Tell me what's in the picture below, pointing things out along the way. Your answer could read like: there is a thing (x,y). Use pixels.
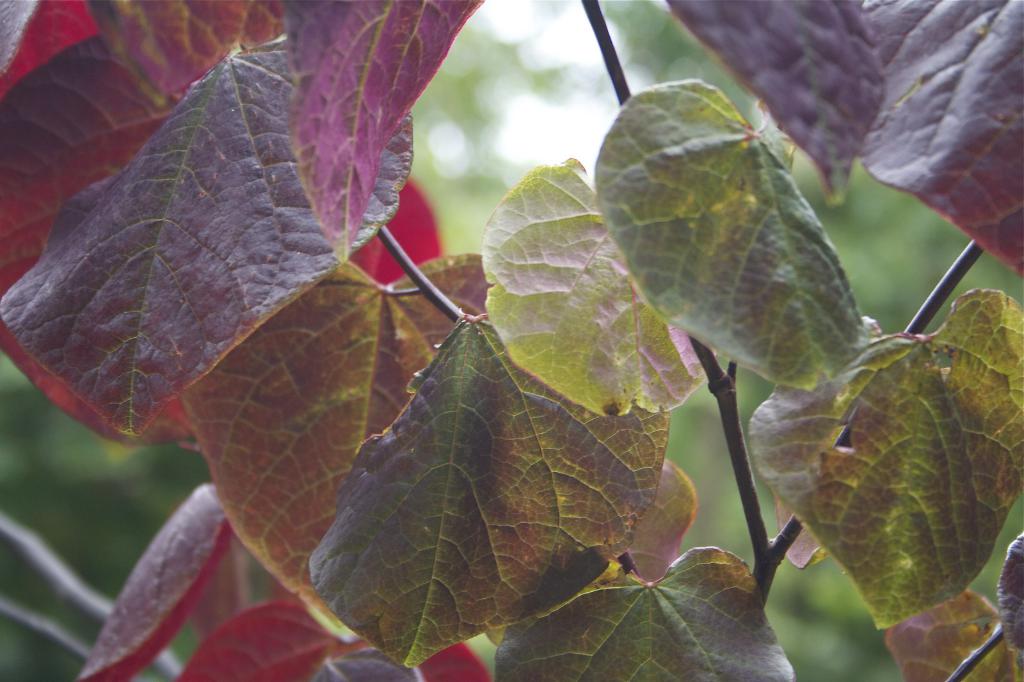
In this picture there is a plant (518,364) in the foreground (586,455) and there are leaves (578,369) in green and maroon color. At the back (578,109) the image is blurry.
